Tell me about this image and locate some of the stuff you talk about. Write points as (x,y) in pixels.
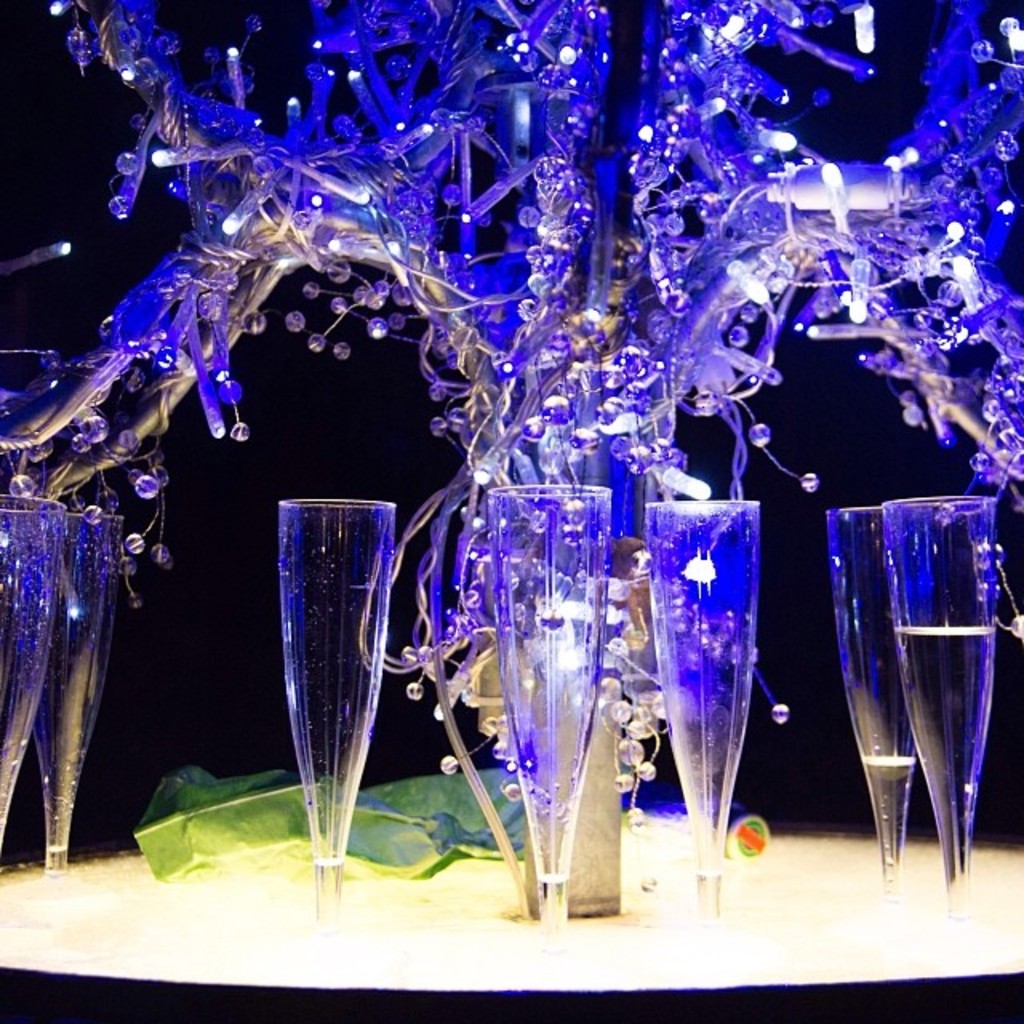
There is a tray (553,973). On that there are many glasses (89,610). In the center (624,345) there is a pole (619,770) with decorative items (560,171) and lights (1011,211). On the tray (447,881) there is a green color thing (483,839).
